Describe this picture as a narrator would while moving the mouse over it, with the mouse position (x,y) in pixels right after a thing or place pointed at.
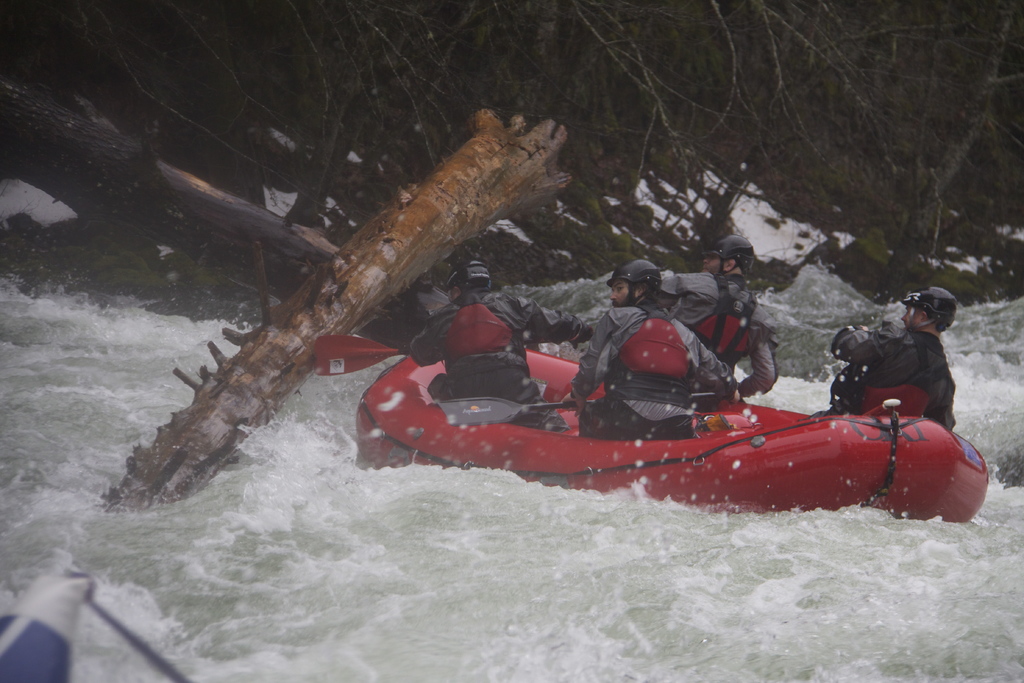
In this picture I can see river rafting and few people (664,364) on the raft (538,372) and I can see couple of tree barks (337,303) and trees (708,89) in the back (731,4).
